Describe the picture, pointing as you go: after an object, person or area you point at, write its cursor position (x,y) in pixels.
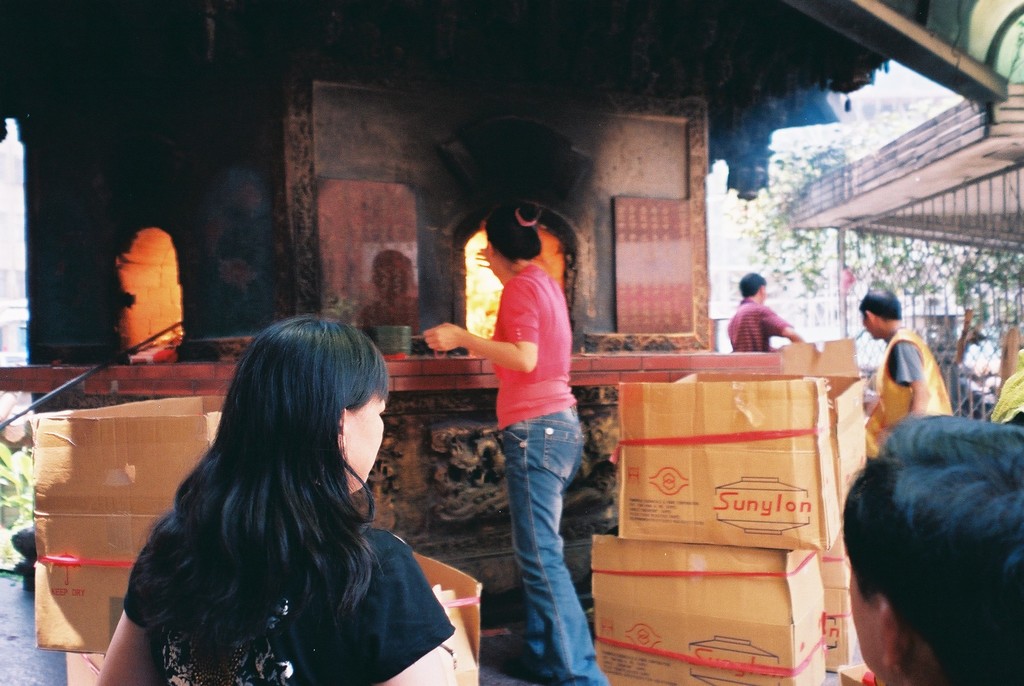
In this image there are a few people (969,521) standing, in front of them there are few boxes (698,506), beside the boxes (703,455) there is a lady (514,439) standing in front of the fire place (355,269). In the background (546,177) there is a building (904,149) and trees (784,208).
